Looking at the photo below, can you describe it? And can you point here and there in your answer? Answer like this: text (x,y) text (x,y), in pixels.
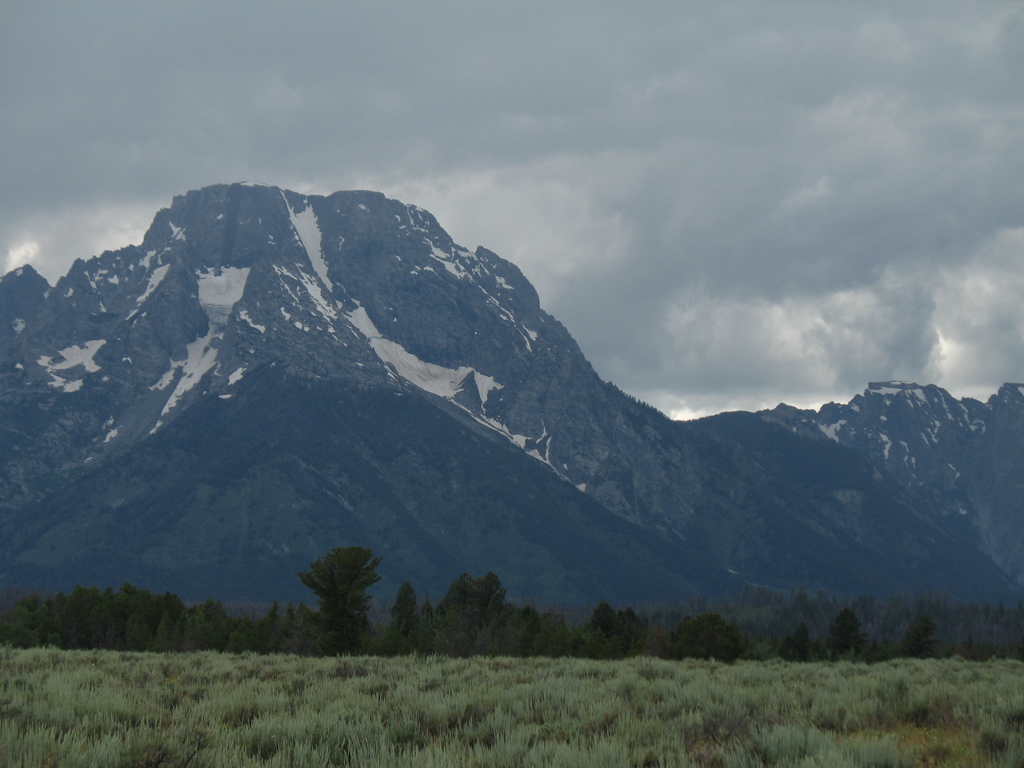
In this picture I can see grass (944,748), there are trees (143,645), there are snowy mountains (466,362), and in the background (751,252) there is the sky (801,173).
